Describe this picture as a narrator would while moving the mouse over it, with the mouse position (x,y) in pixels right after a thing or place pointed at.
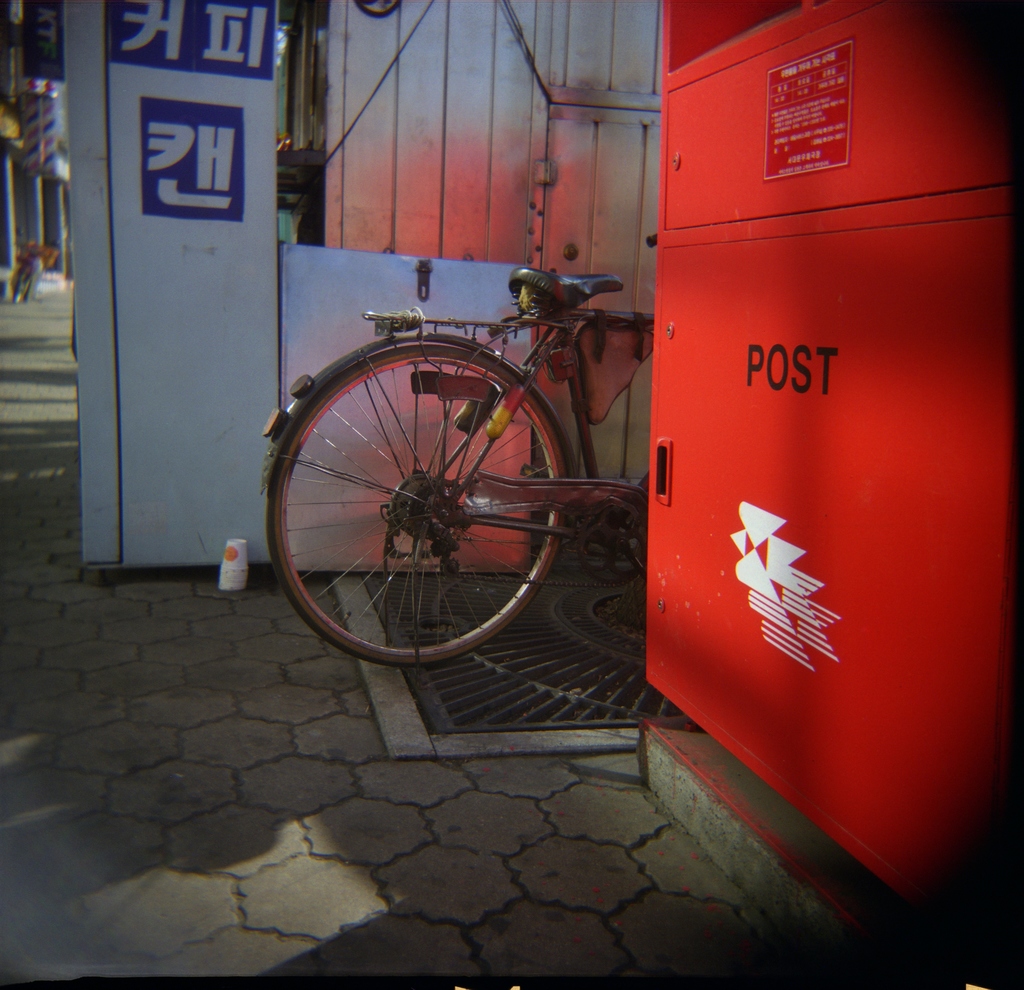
In the image there is a post box (711,407), behind that there is a cycle (593,502) and behind the cycle (556,380) it seems like a store (211,364).
